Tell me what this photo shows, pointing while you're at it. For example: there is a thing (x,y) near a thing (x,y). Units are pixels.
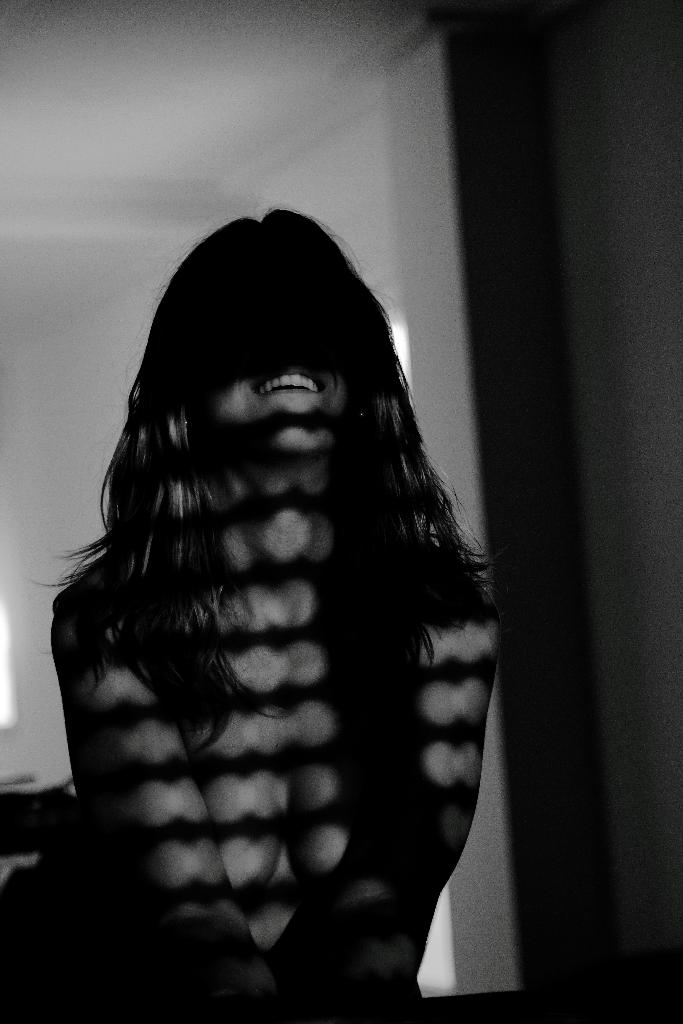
In this picture I can see there is a woman (257,371), she is smiling and in the backdrop (383,95) there is a wall (605,204) and a window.
